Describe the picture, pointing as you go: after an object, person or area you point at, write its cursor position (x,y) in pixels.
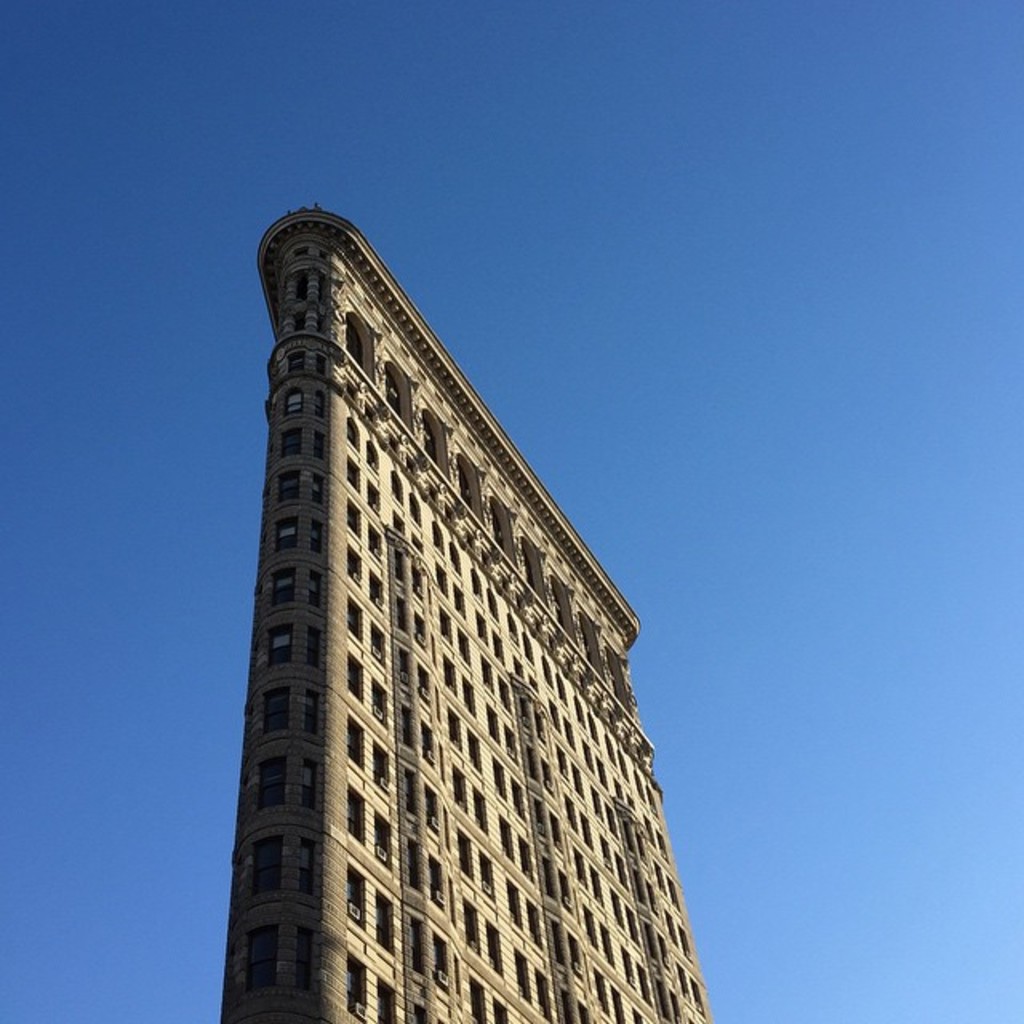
In this image we can see a building (363,479) and sky (228,650) in the background (571,381).
